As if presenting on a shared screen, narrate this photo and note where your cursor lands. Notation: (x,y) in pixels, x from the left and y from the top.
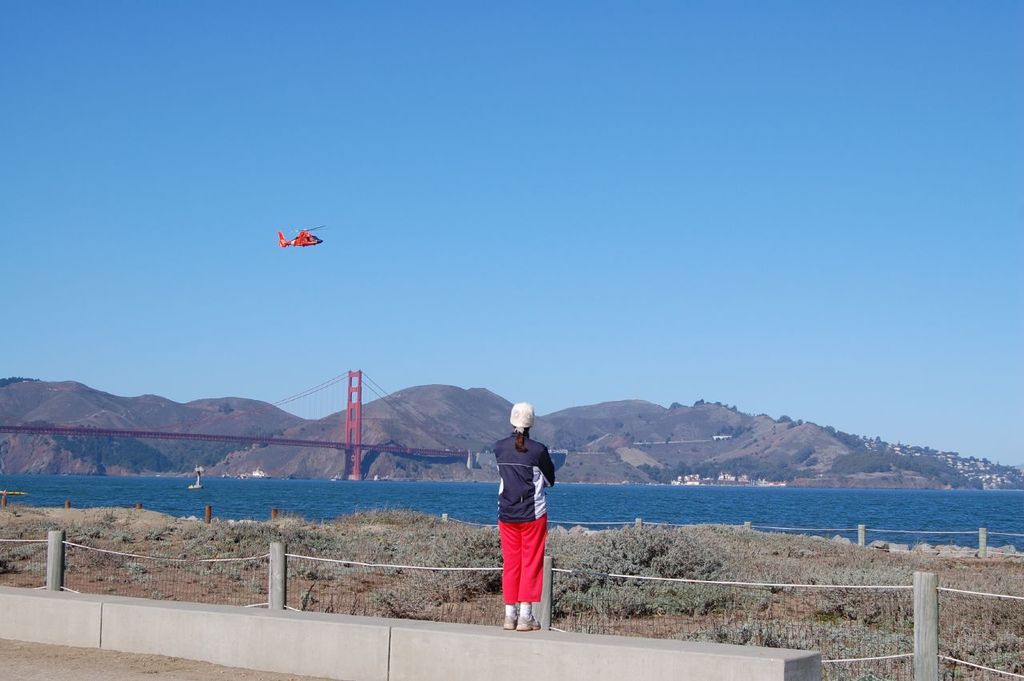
In this image I can see one person (499,465) is standing over here and I can see this person (541,445) is wearing white colour cap (531,415), a jacket (524,496), red pant (527,558) and white shoes (513,622). In the background (474,512) I can see grass (460,551), bridge (358,462), water (388,487), the sky (358,334) and a red colour helicopter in air (297,219).
